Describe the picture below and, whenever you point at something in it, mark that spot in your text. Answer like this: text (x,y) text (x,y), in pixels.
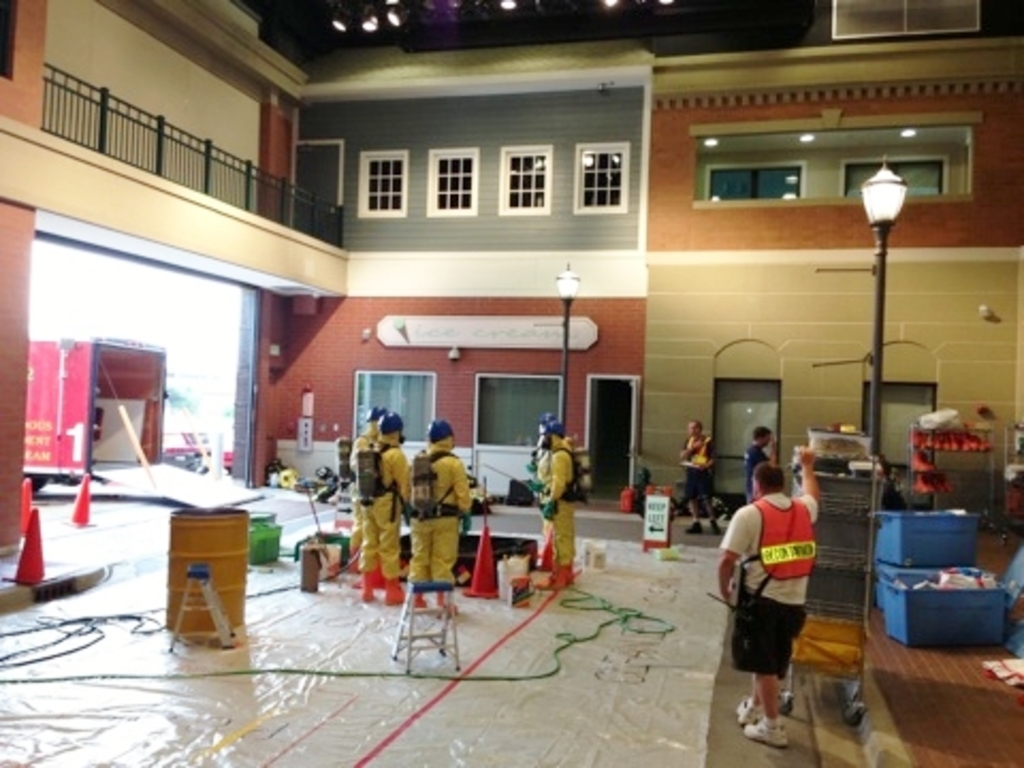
In this image few persons (446,515) wearing helmets (389,417) are standing. Before them there are few inverted cones (492,584). There are two stools (210,583), drum (211,570), bucket (274,556) and few objects (658,545) are kept on the floor (477,720). Few persons (775,667) are standing on the floor (732,678). There is a street lights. Beside there are baskets (925,595). A vehicle (108,363) is on the road (69,505). Left side (48,156) there is a balcony (140,162) having fence (212,184). Background (775,272) there is wall (522,253) having windows (379,200) and doors (753,412). Top of the image (605,12) there are few lights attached to the roof (390,28).
